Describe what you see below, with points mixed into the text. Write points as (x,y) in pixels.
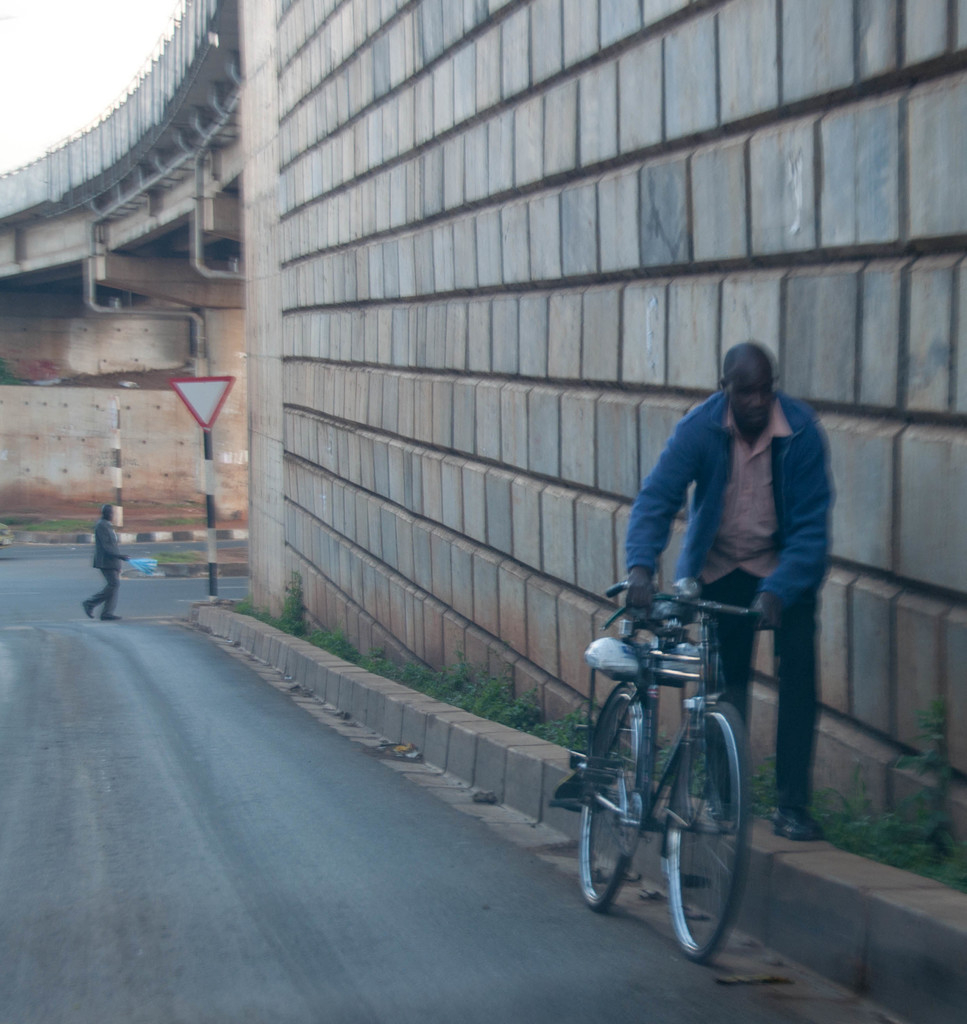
In this picture we can see man (793,699) wore jacket (699,468) holding bicycle (635,819) with his hands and walking on wall (954,945) and beside to road (225,836) and other person (111,532) walking on road (135,586) and in background (72,465) we can see wall (153,450), sign board (198,392), bridge (45,176), sky (52,48).
